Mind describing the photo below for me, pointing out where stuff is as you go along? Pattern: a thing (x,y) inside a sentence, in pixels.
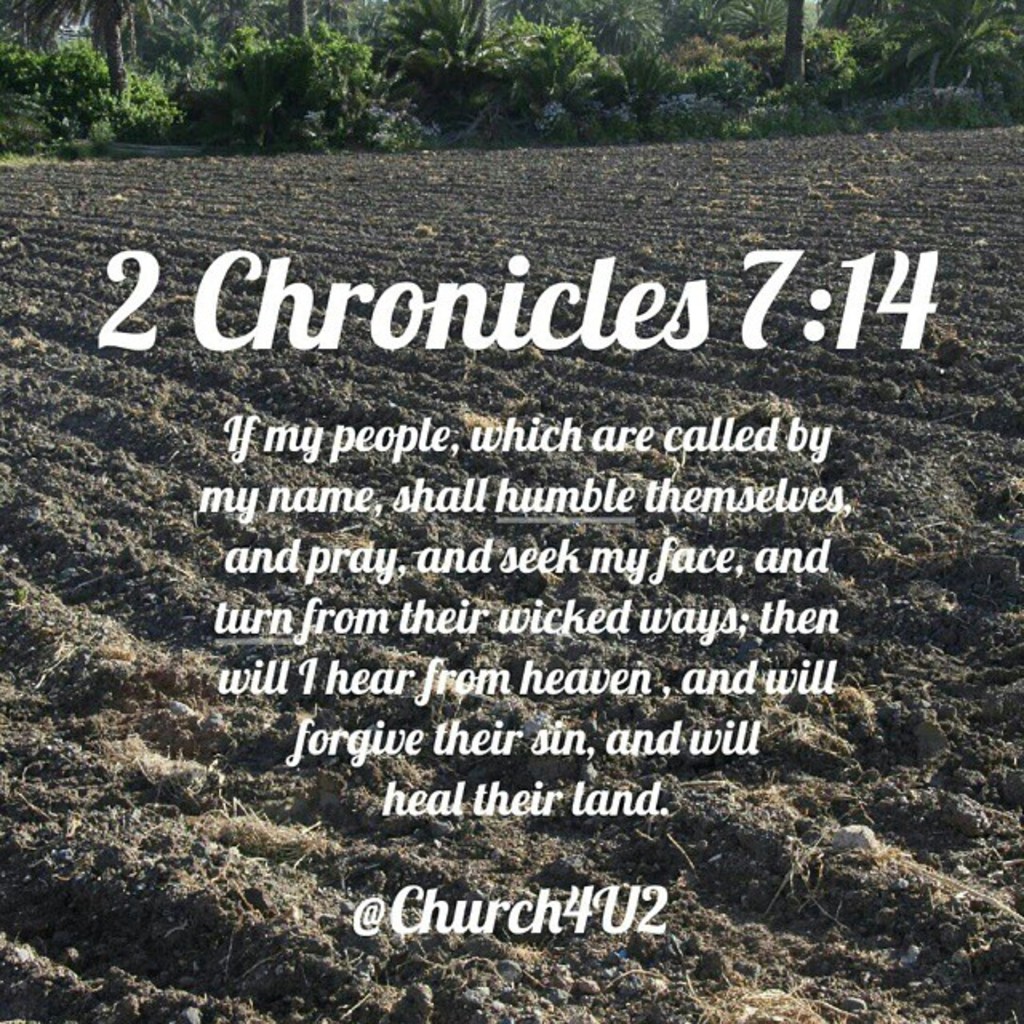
At the top of the image (308,91) we can find few trees (486,46), in the middle of the image (364,436) we can find some text (405,489).
